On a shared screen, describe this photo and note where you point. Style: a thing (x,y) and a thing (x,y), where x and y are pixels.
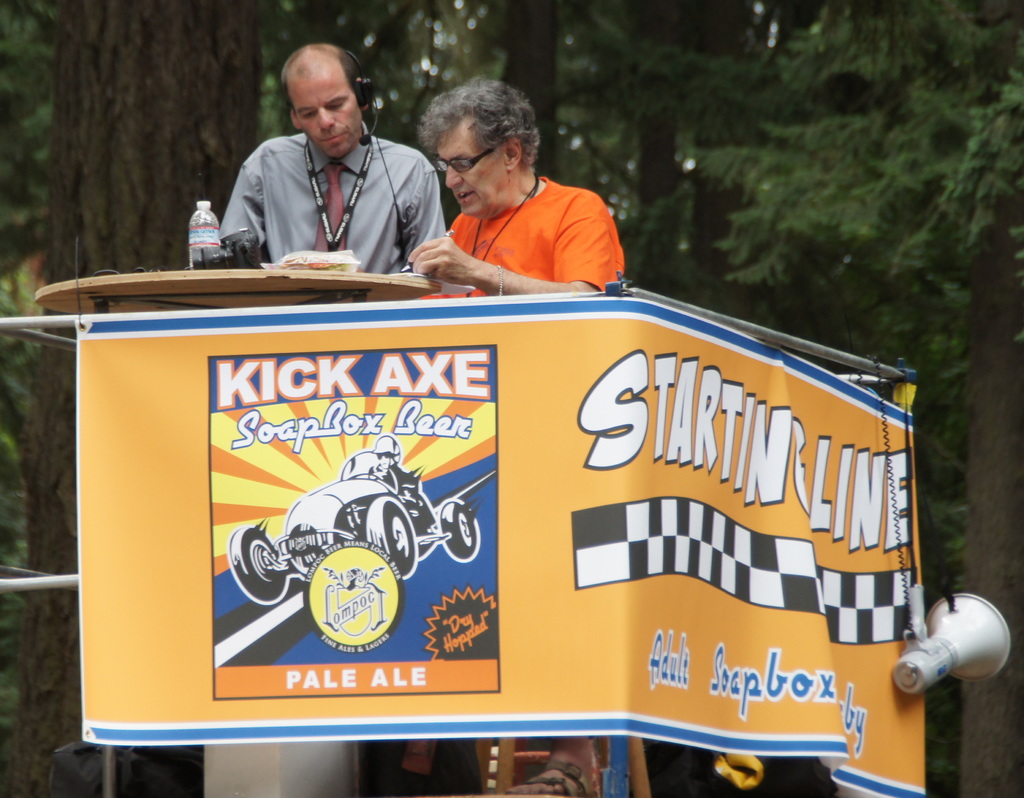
As we can see in the image there are two people (380,190), table (290,270), banner (351,519) and trees (67,228). On table (277,275) there is a camera (234,253) and bottle (196,234).
